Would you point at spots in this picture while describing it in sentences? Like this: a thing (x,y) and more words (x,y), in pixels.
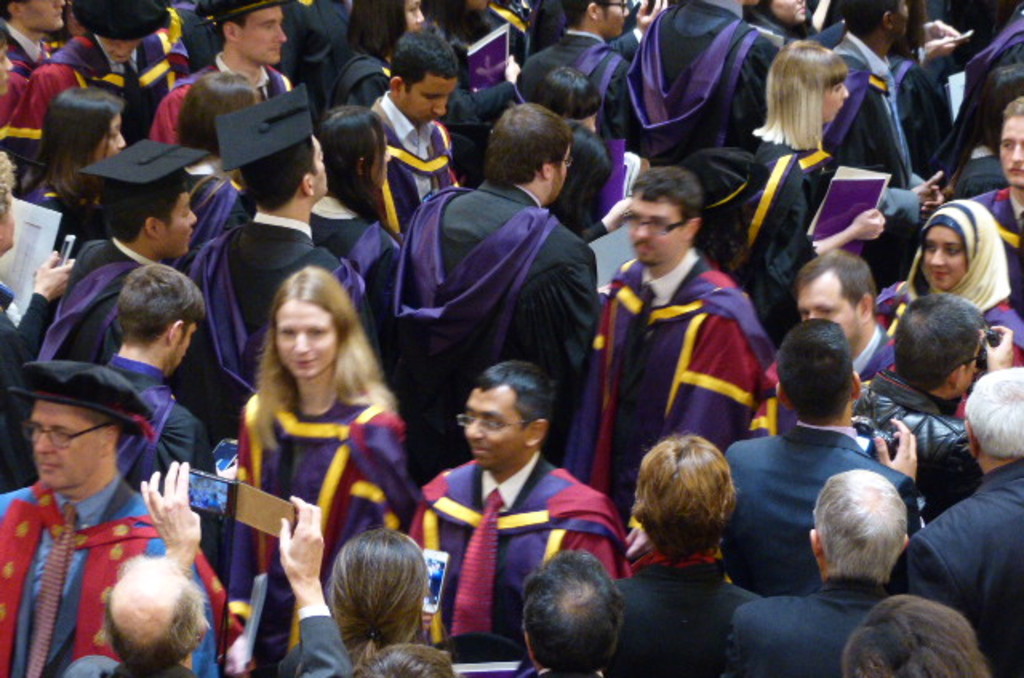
In the image we can see there are people (487,345) standing and they are wearing convocation dress (437,323). There are few people (309,563) holding mobile phones (433,562) and camera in their hands (169,532). There are other people (1,302) holding booklets (842,192) in their hands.
